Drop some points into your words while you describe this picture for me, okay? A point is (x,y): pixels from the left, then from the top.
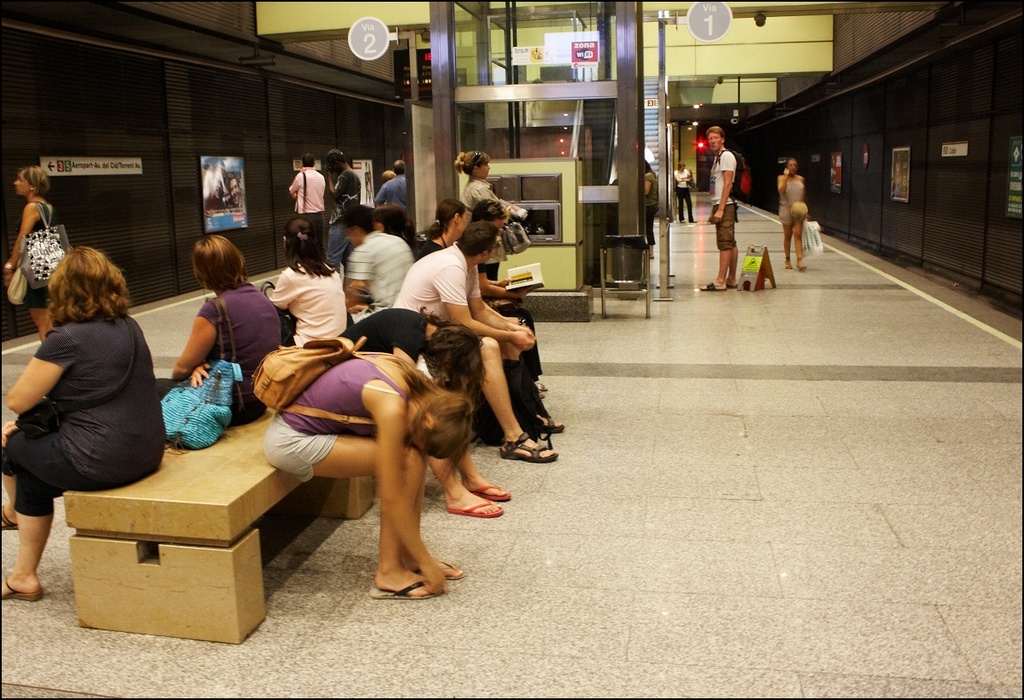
This image consists of many persons (338,322). On the left (162,516), there is a bench (156,578) on which few people (354,454) are sitting. At the bottom (765,628), there is a floor (783,589). At the top (736,57), there is a roof (164,14). On the left (109,149) and right, there are walls (134,262) on which we can see the frames (901,151).
